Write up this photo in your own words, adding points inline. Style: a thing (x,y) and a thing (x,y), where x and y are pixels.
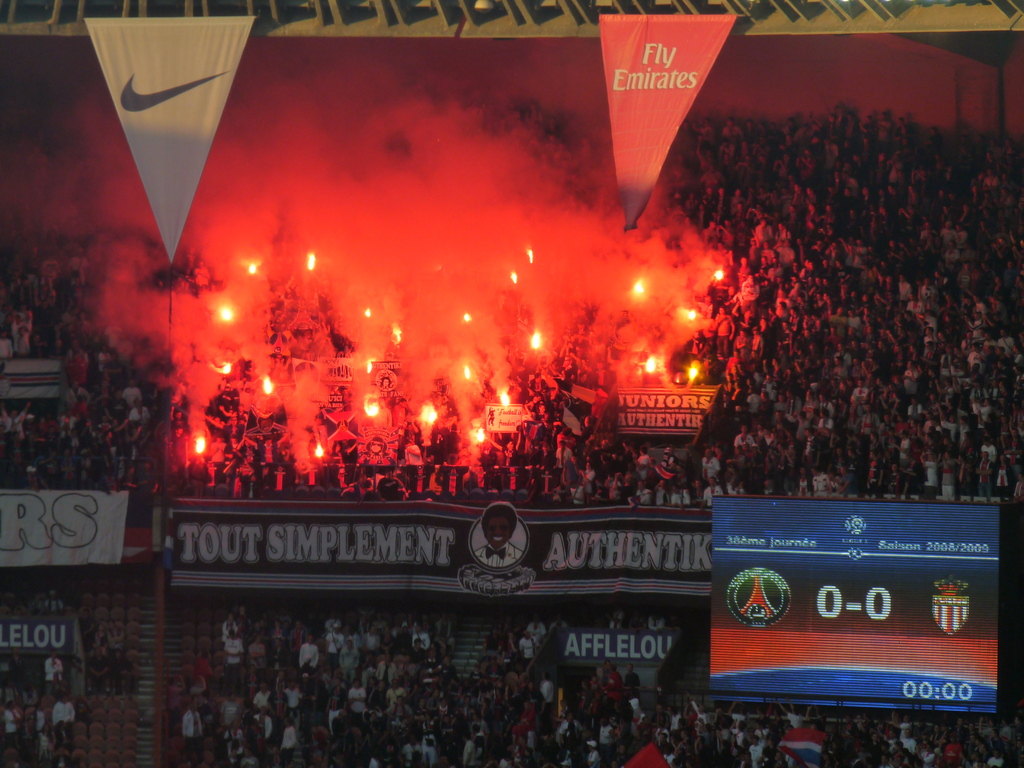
This image is clicked in a stadium (182,322). There are many people (869,354) standing. In the center (657,392) there are boards (463,556) with text (309,559). In the bottom right (834,597) there is a display screen (824,620). At the top (532,254) there are people (597,360) holding fire lamps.
